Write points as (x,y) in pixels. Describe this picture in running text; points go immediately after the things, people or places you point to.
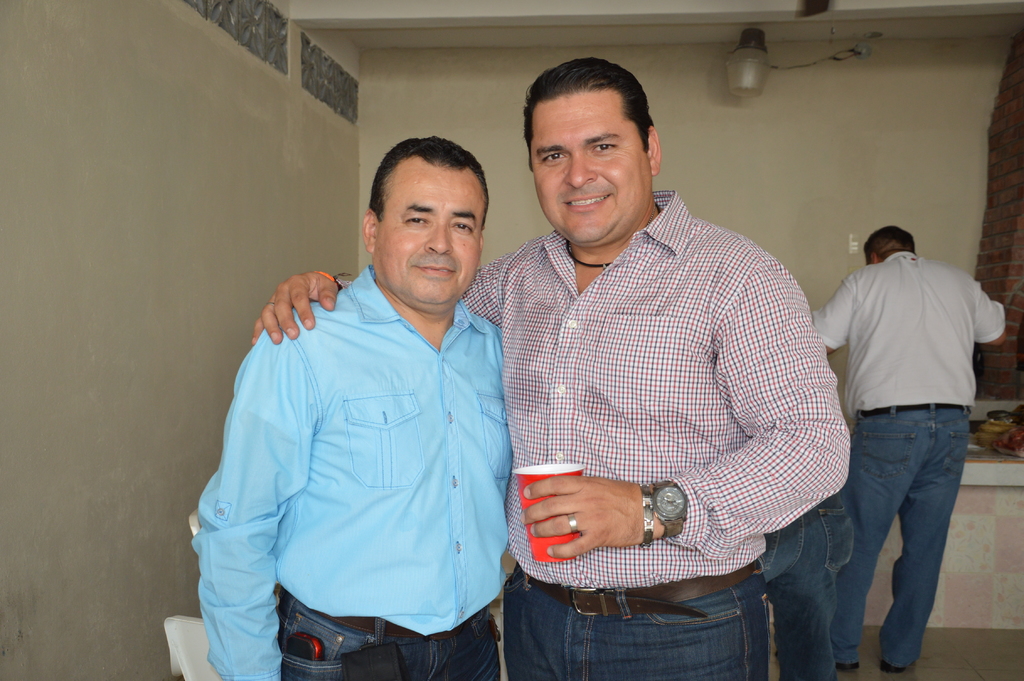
There are two men (446,348) standing. Person (588,424) on the right (690,513) is holding a cup (565,474) and wearing a watch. In the back (357,128) there's a wall (726,74) with light (741,92). And another person (920,324) is standing on the right side (943,438). Also there is a table (1004,457). On that there are some items (1006,425). And a brick wall (1000,203) is on the right side (1011,256).
